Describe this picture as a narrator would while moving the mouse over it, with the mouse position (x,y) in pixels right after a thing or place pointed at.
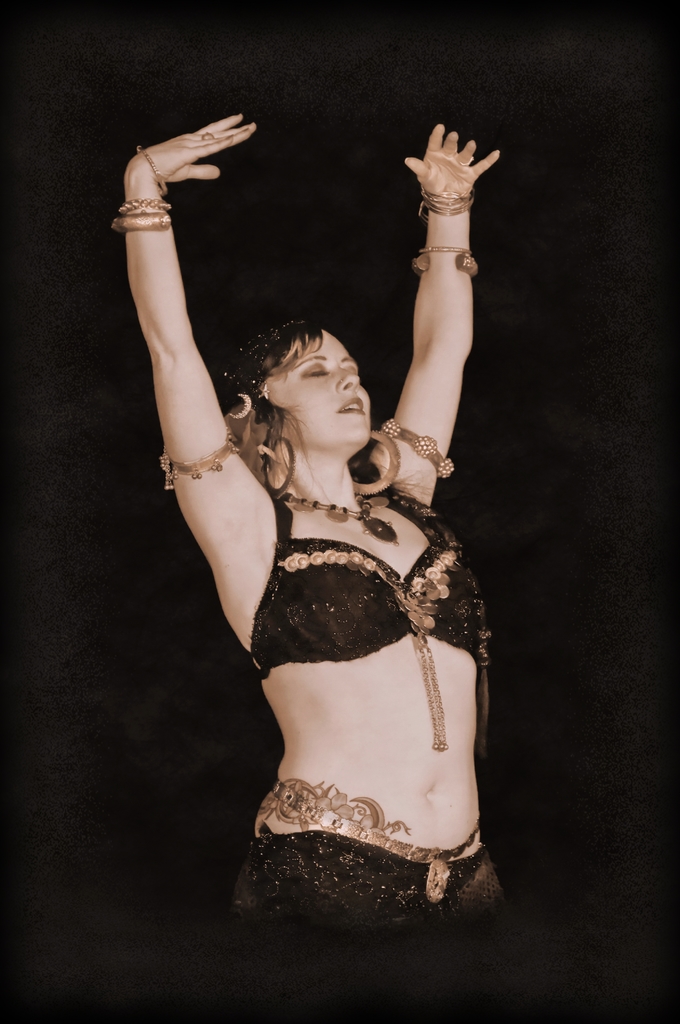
In this image we can see there is the person (344,501) dancing and there is the dark background (177,604).
